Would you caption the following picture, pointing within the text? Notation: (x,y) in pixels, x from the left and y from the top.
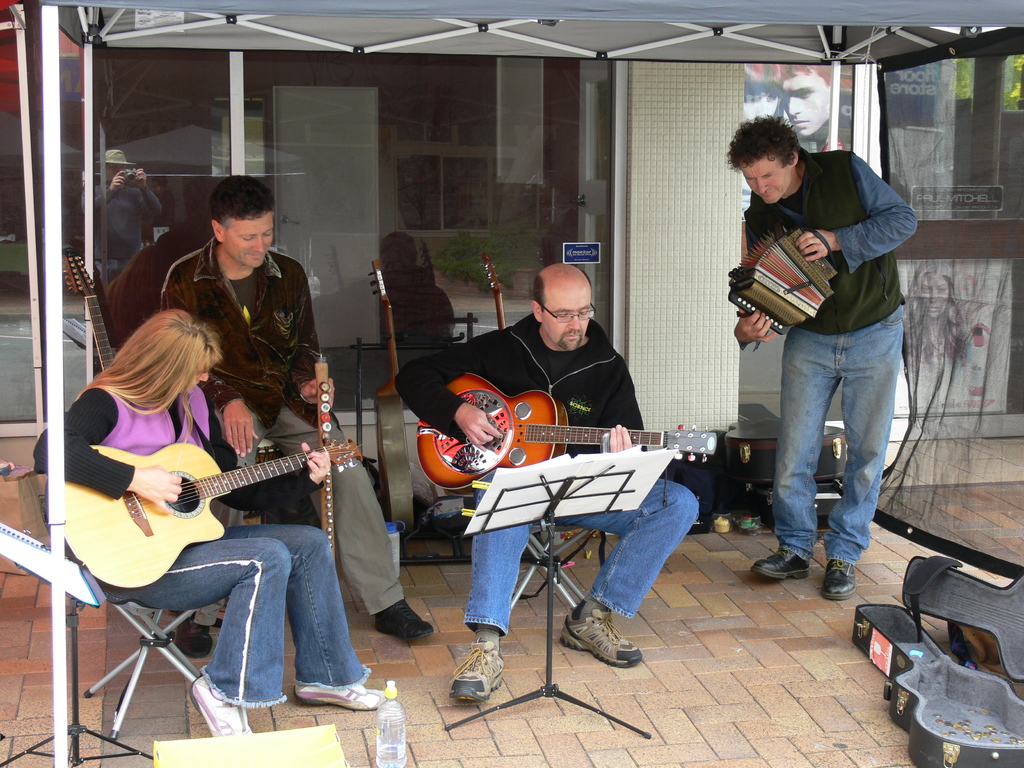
In this picture we can see three men (440,376) and one woman (118,477) where two are holding guitars (249,474) in their hands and playing it and other is holding instrument (329,414) and here man (808,245) playing accordion (766,272) and in background (588,165) we can see wall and in front of them we can see box (955,665), bottle (383,706), stand (549,501).
